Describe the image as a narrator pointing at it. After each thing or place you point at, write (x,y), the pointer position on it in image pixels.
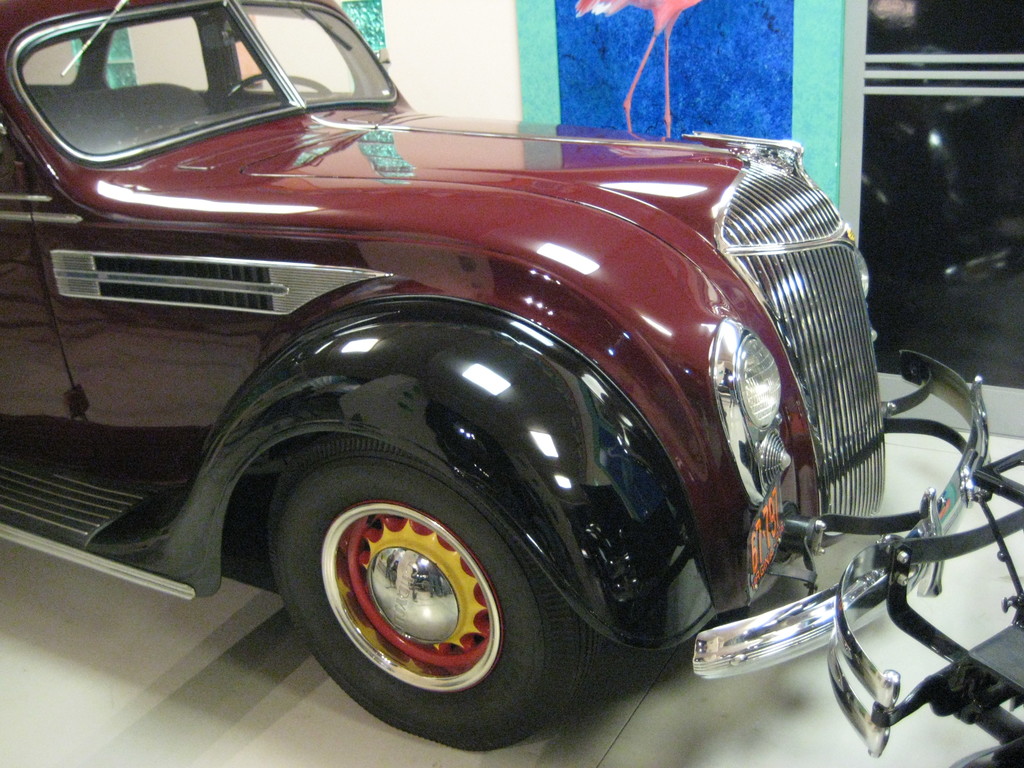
In this image in the center (451,286) there is a car (424,286) which is red and black in colour. In the background (483,69) there is a wall (467,65) which is white in colour and on the wall (495,39) there is a painting (672,68) which is blue and green in colour.
